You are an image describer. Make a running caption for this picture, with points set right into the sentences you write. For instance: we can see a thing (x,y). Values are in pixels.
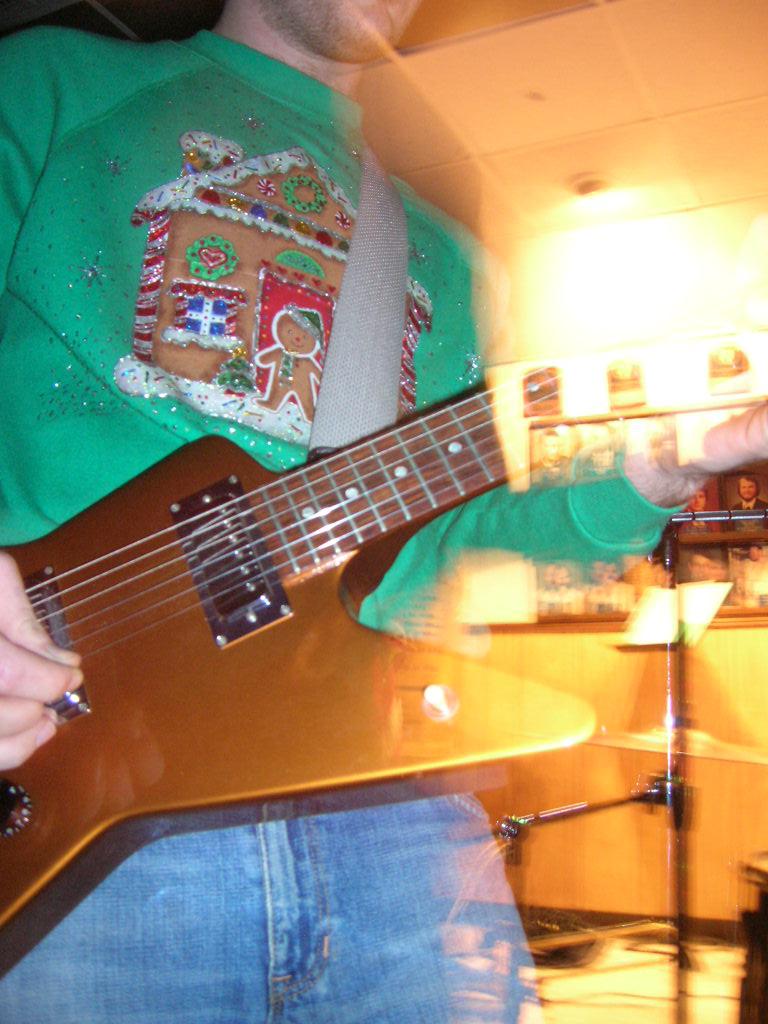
In this image we can see a person (249,9) holding a musical instrument (335,713) and we can also see the lights (547,280).
